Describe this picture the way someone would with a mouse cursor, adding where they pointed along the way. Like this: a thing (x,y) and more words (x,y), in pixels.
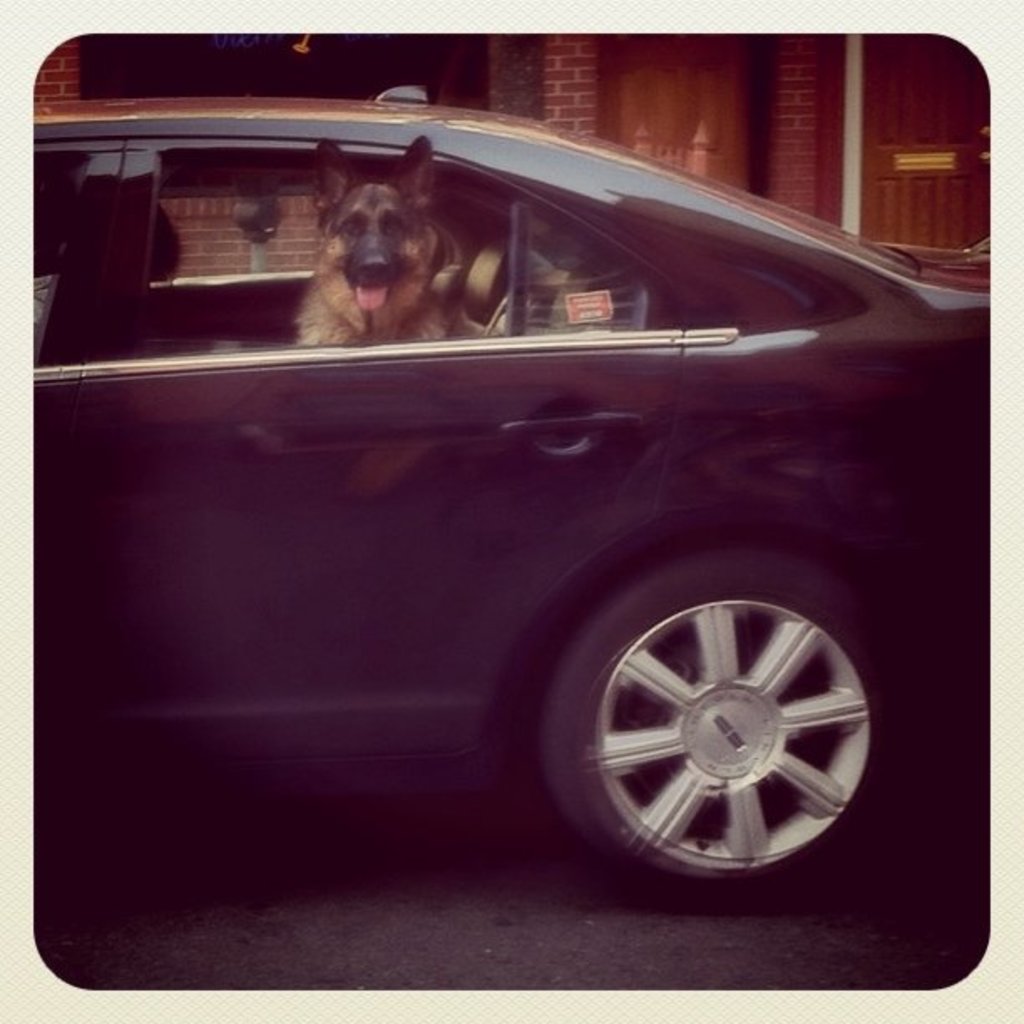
In this image the dog (364,276) is sitting in the car (538,344) at the back side (716,137) there is a building (819,101).
